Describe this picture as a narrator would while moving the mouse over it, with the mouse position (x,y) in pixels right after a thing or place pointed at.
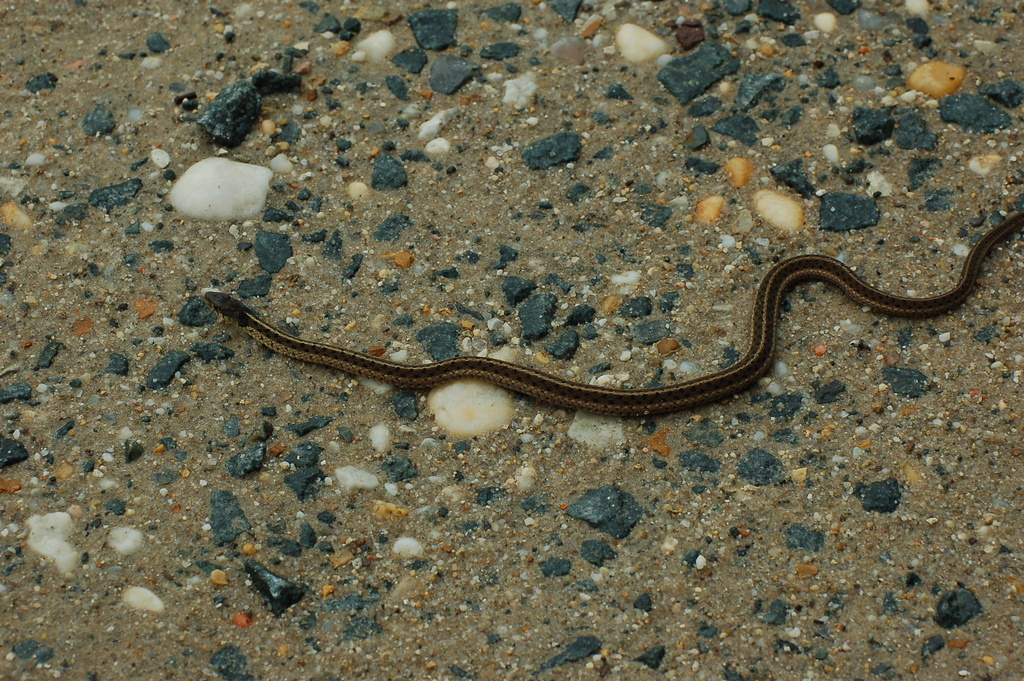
In this image we can see a snake (714,384). And some stones (610,309).
